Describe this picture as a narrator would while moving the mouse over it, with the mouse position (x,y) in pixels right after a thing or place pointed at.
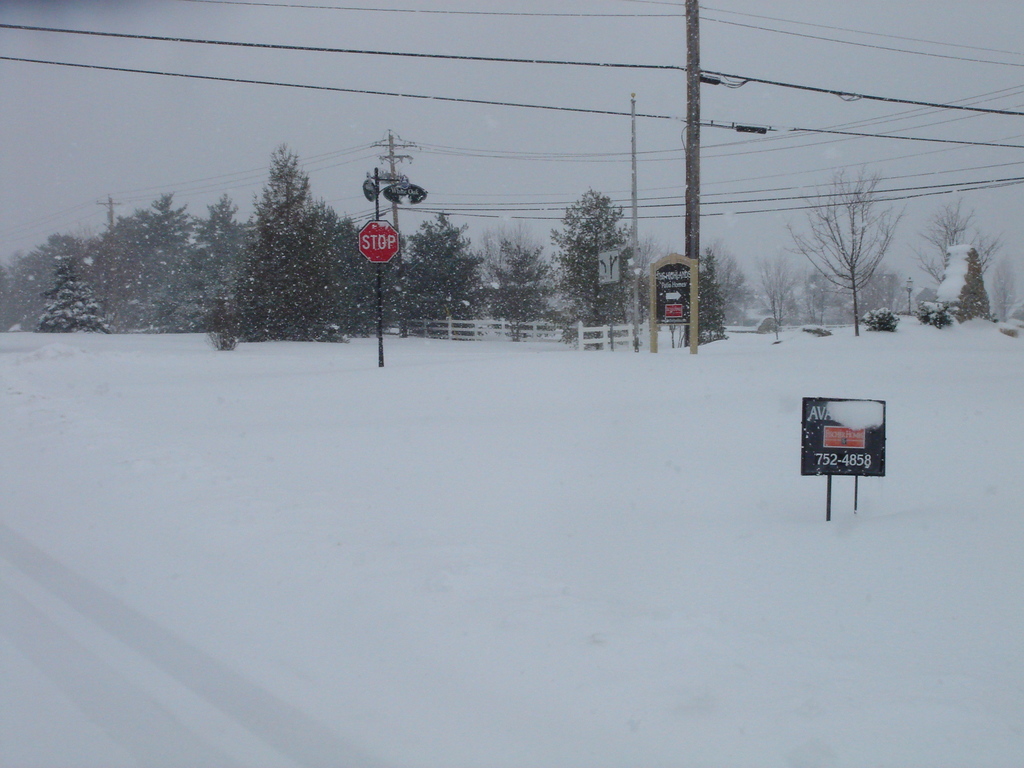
In the image there is caution board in the front (383,234) with trees (371,288) and electric poles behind on the snow land (597,495) and above its sky (317,113).
